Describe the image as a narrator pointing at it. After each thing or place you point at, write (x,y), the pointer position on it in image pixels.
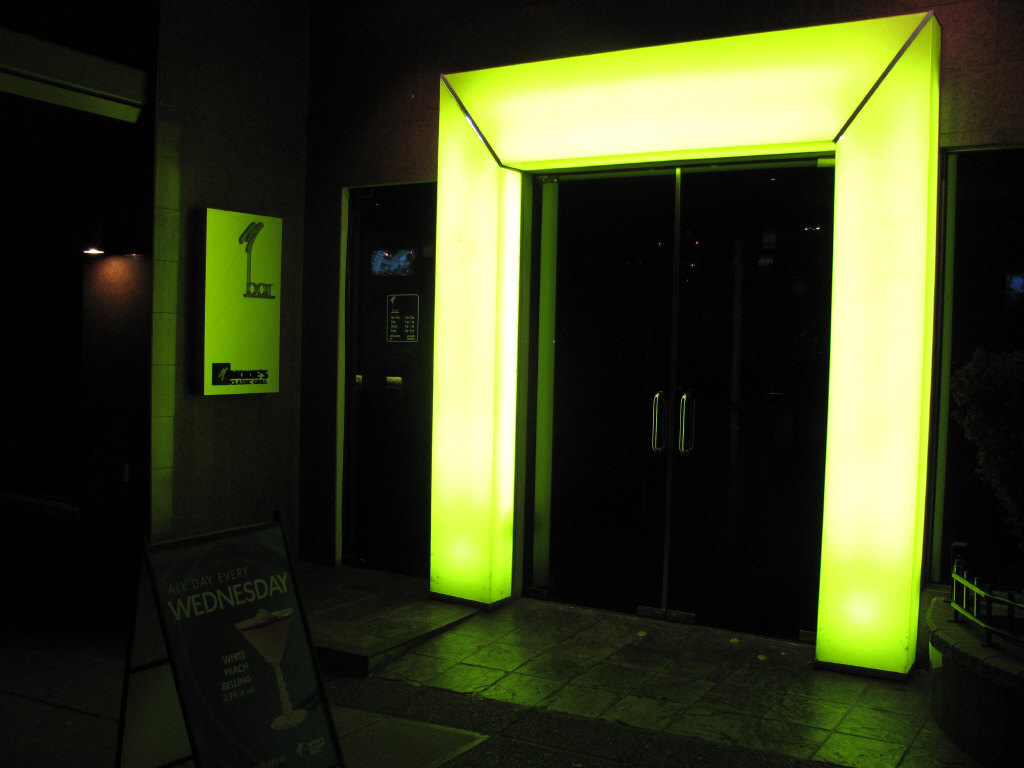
This image consists of a board (249,648) at the bottom (215,678). There is a door (563,435) in the middle (542,411). There is light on the left side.
